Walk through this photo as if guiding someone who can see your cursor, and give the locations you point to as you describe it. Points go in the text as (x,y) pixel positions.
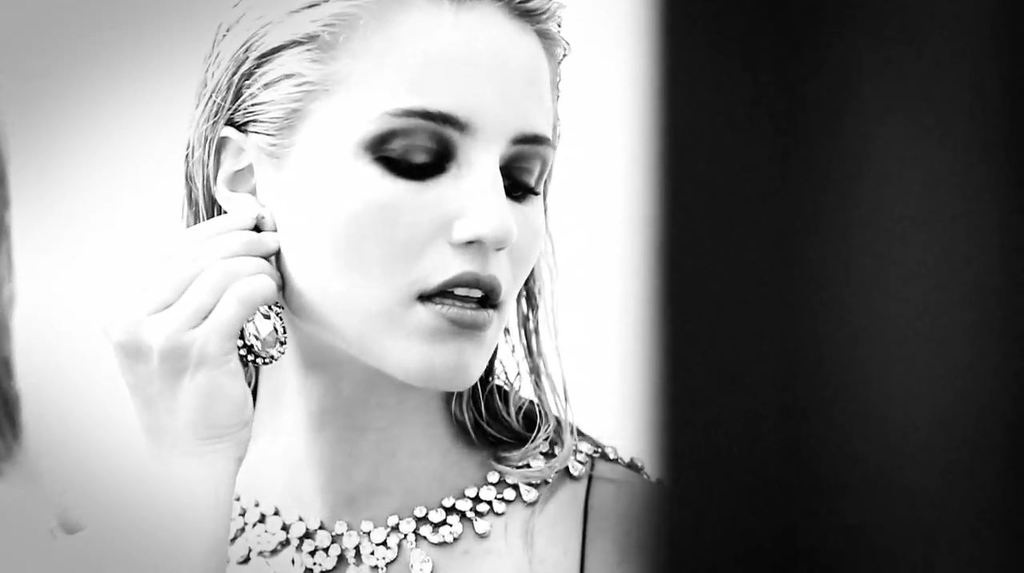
In this image there is a woman (344,309) in the center (367,309) holding a earring (263,322).
